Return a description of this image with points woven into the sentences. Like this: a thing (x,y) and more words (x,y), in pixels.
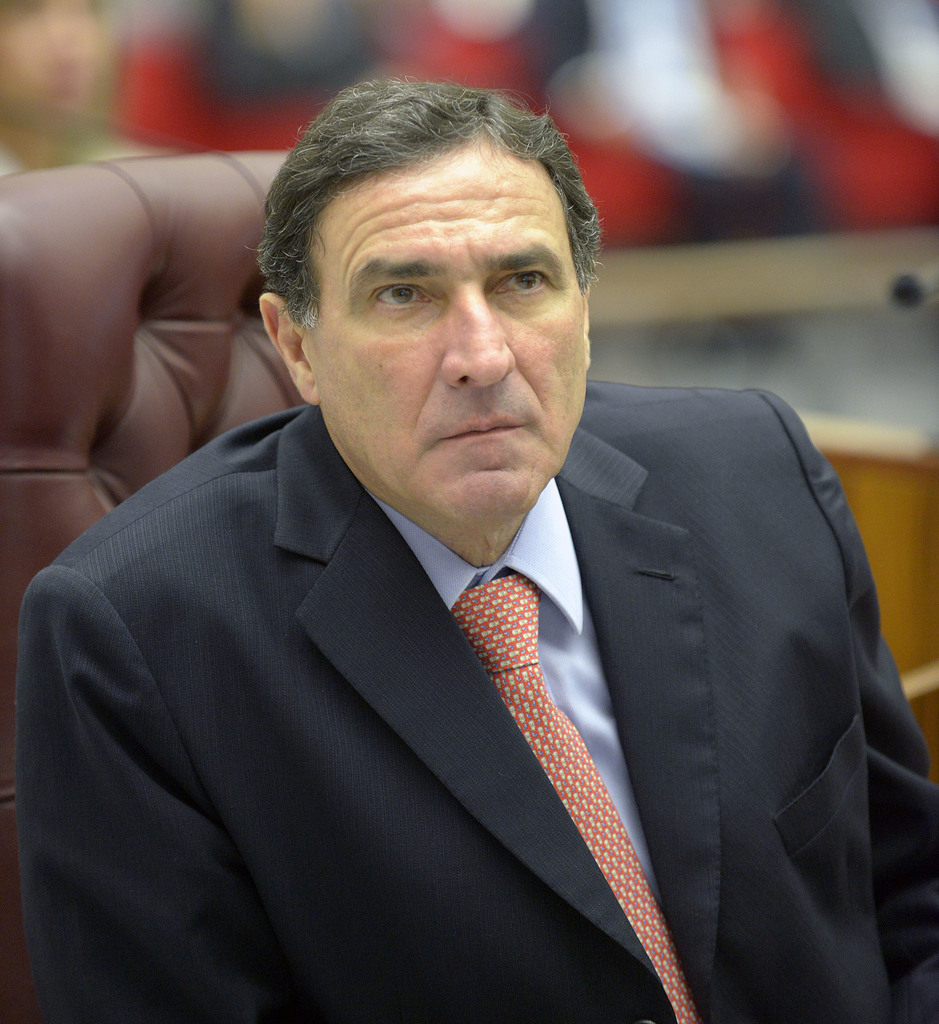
In this picture, we see a man (443,792) in blue blazer (558,827) is sitting on the chair (221,164). Behind him, we see a chair (76,250). In the background (741,190), we see the people (644,114). This picture is blurred in the background (874,199).
